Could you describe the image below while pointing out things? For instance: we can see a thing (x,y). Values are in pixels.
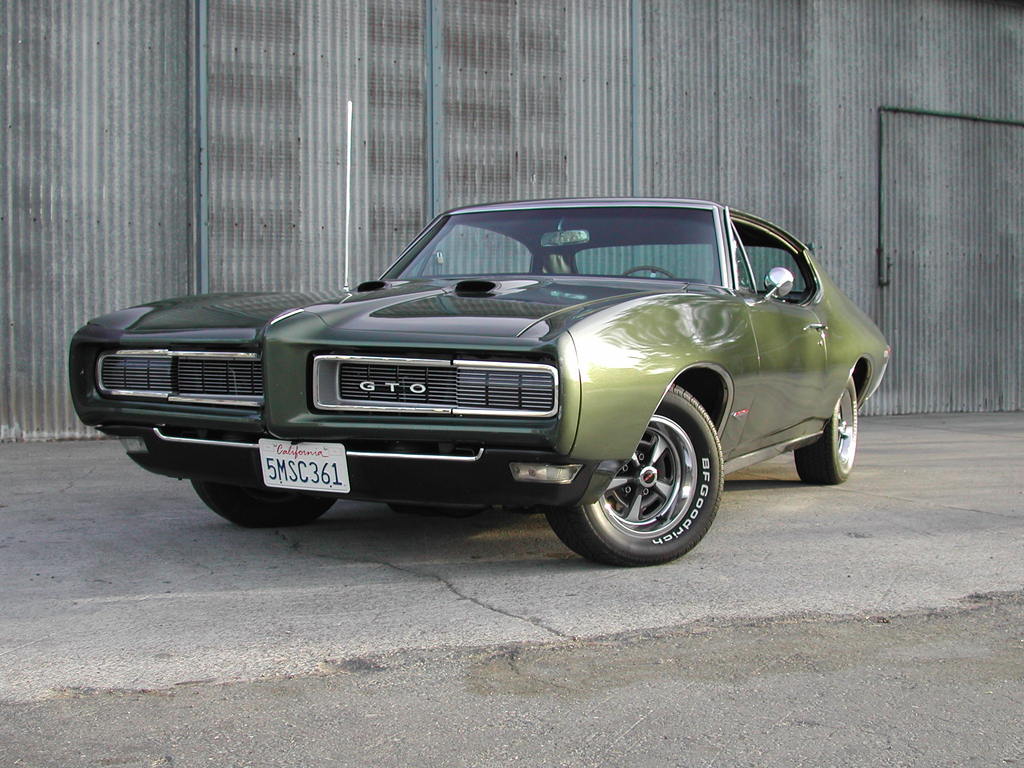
In this picture there is a car (789,373) on the road (721,571). In the background of the image (127,225) we can see a pipe (206,202) attached to the metal sheet (188,191).
